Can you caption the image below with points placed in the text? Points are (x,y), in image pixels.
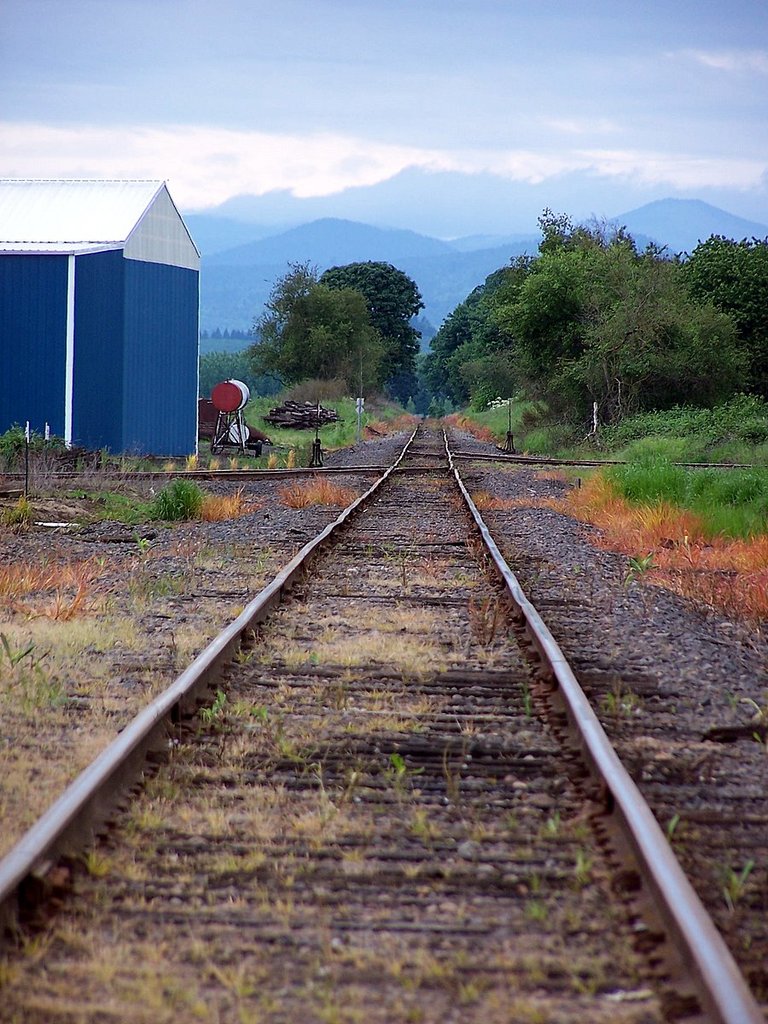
This image consists of a railway track (515,812). On the right (685,487), there are small plants (685,487). On the left (52,331), there is a shed (60,298). In the background (432,274), we can see trees (338,268) and mountains (352,223). At the top (481,90), there are clouds (373,161) in the sky (388,152).
